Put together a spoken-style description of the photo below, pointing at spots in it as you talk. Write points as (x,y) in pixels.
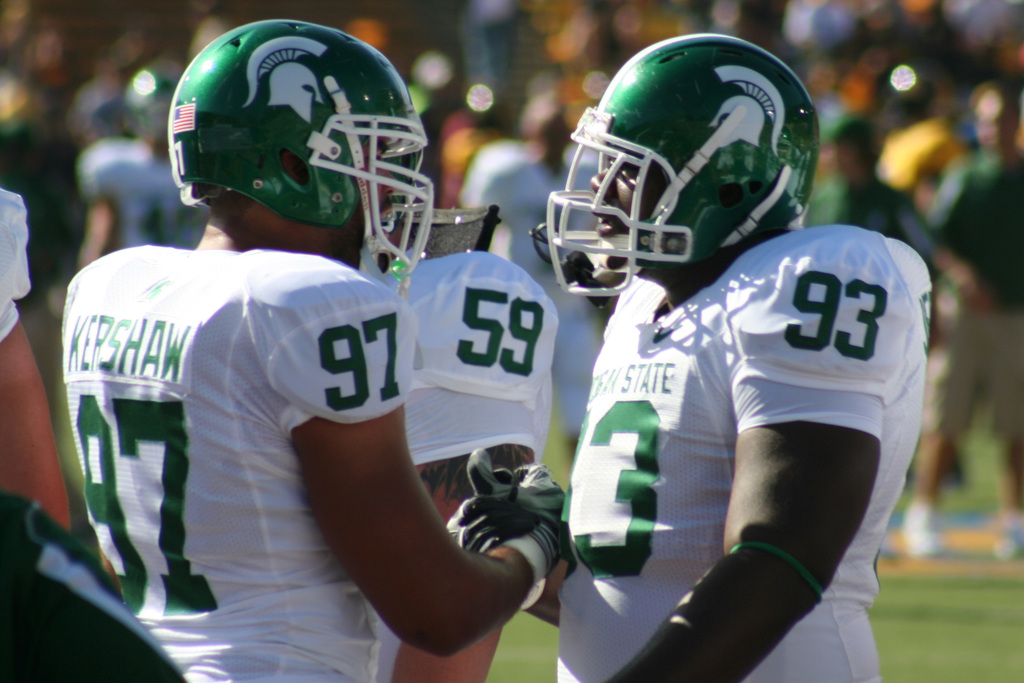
In this image we can see these persons (508,463) wearing white color T-shirts (392,312), green color helmets (270,121) and gloves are standing. The background of the image (80,99) is blurred, where we can see a few more people (37,316).
